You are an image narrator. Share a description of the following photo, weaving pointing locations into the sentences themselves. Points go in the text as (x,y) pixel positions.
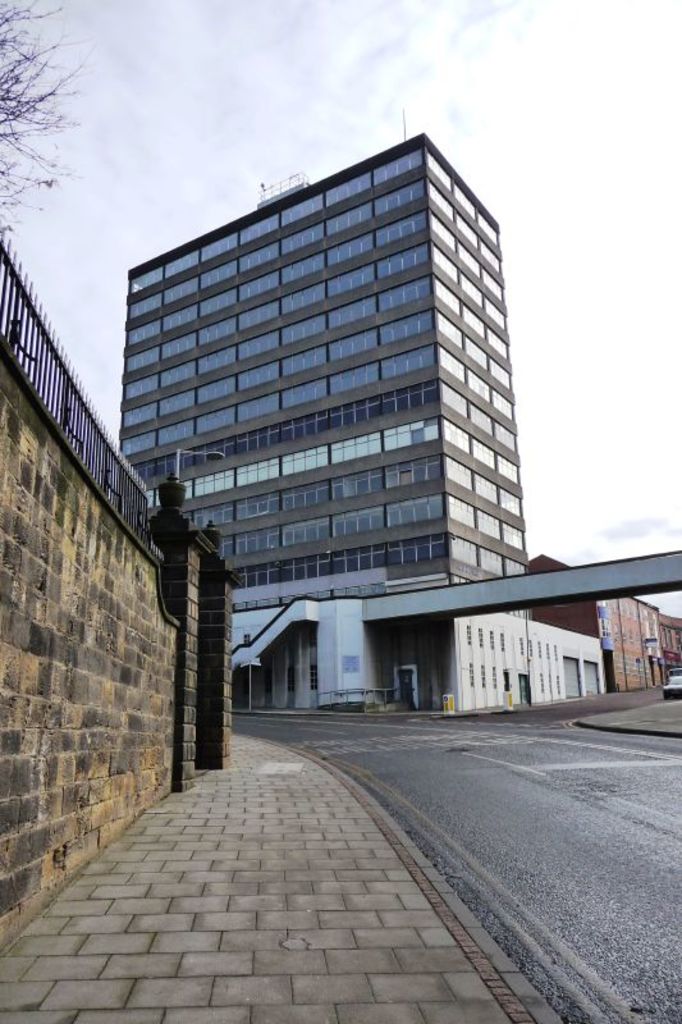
In this image we can see buildings (428,621), road (555,799), pavement (271,848), wall (113,721) and a tree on the left side of the picture (30,73) and a sky (553,156) in the background (633,409).
